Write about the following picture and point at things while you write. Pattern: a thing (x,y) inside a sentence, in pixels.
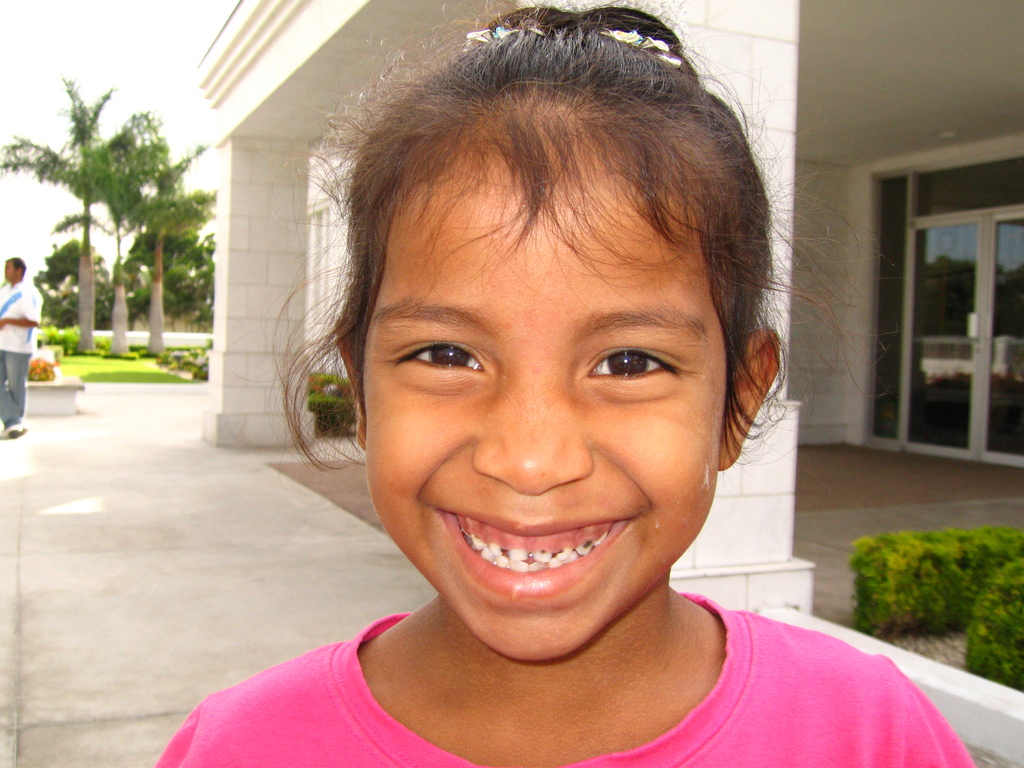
In this picture we can see the small girl (543,701) wearing a pink color t-shirt (415,759), standing in the front (587,648) smiling and giving a pose into the camera. Behind there is a white color pillar (751,112) and a glass door (939,252). In the background (102,181) there is a coconut trees (135,187) in the garden area (110,344).
